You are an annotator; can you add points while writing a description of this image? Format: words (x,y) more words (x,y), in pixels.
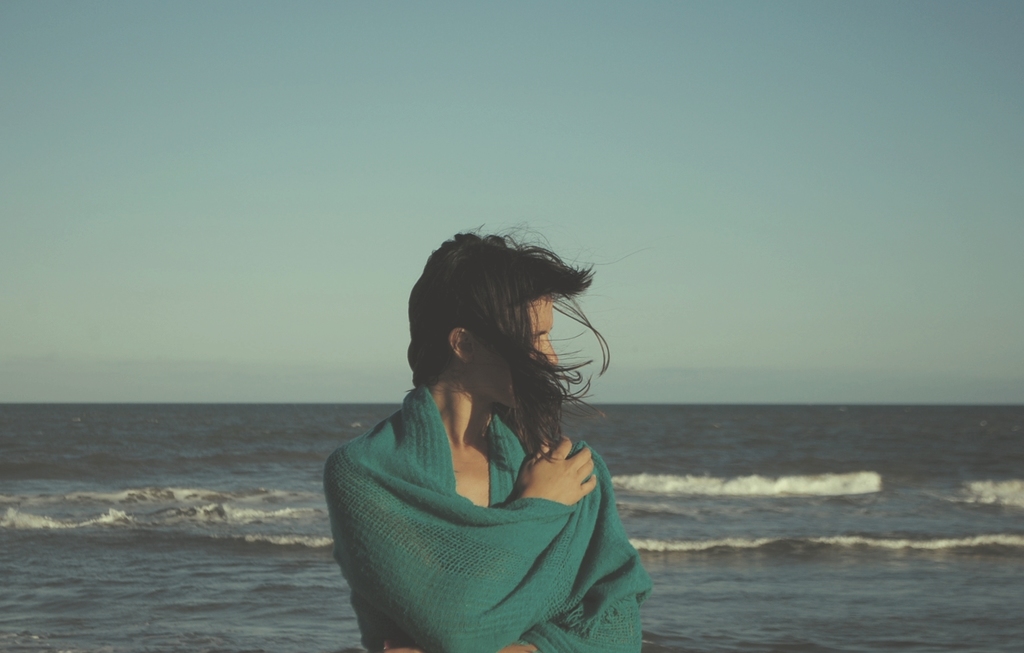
In this image we can see there is a girl (454,439) wearing a green color scarf (494,551). In the background (760,478) there is a sea (759,474) and sky (797,361).
